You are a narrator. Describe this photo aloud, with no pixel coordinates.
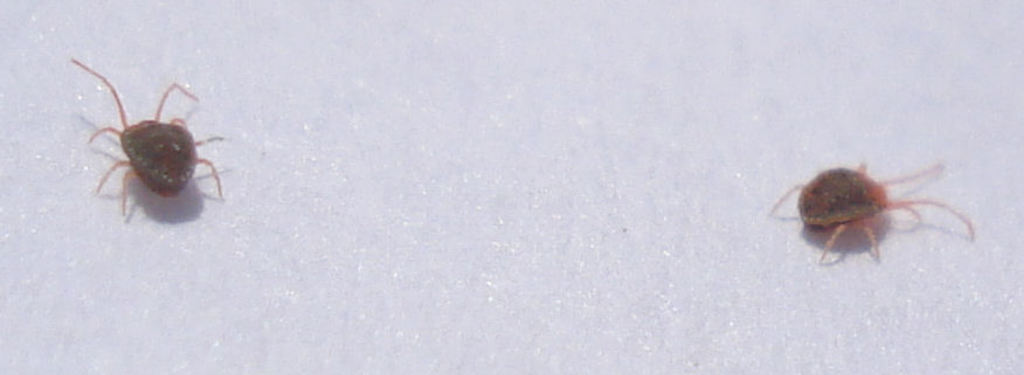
In the picture there are two insects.
